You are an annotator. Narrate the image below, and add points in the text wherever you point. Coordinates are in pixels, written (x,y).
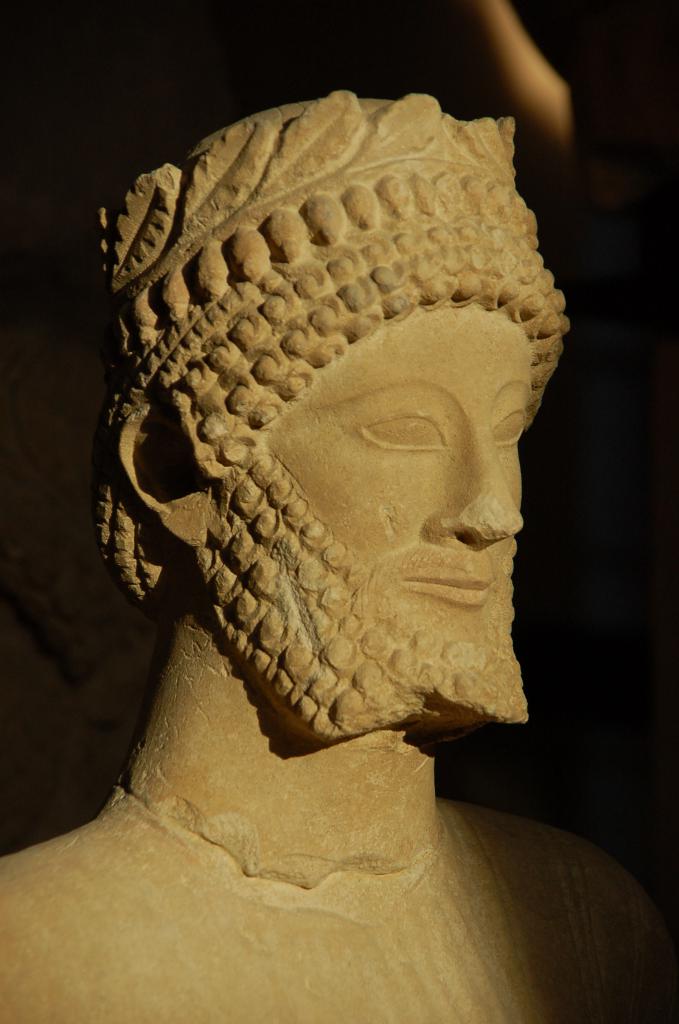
In this image I can see the statue (268,530) of the person (238,792). And there is a black background (259,29).
